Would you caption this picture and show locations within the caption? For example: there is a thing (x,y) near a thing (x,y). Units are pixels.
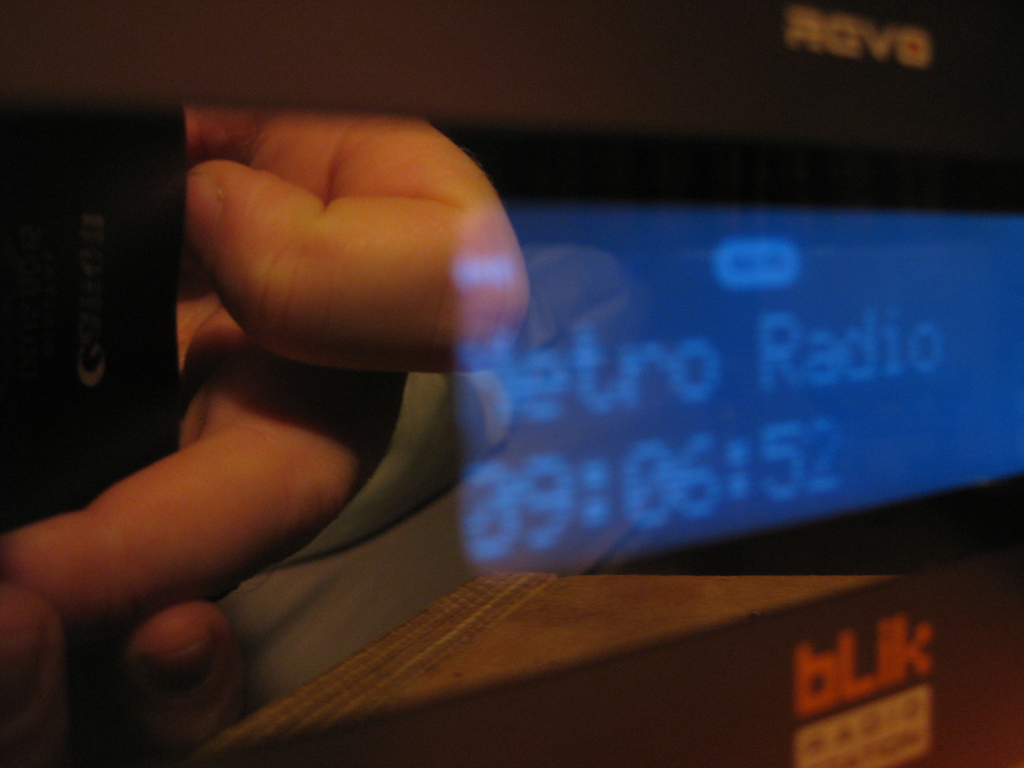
In this image there is one person's hand (254,446) on the left side of this image (273,335) and there is screen (649,372) on the right side of this image (761,408).
